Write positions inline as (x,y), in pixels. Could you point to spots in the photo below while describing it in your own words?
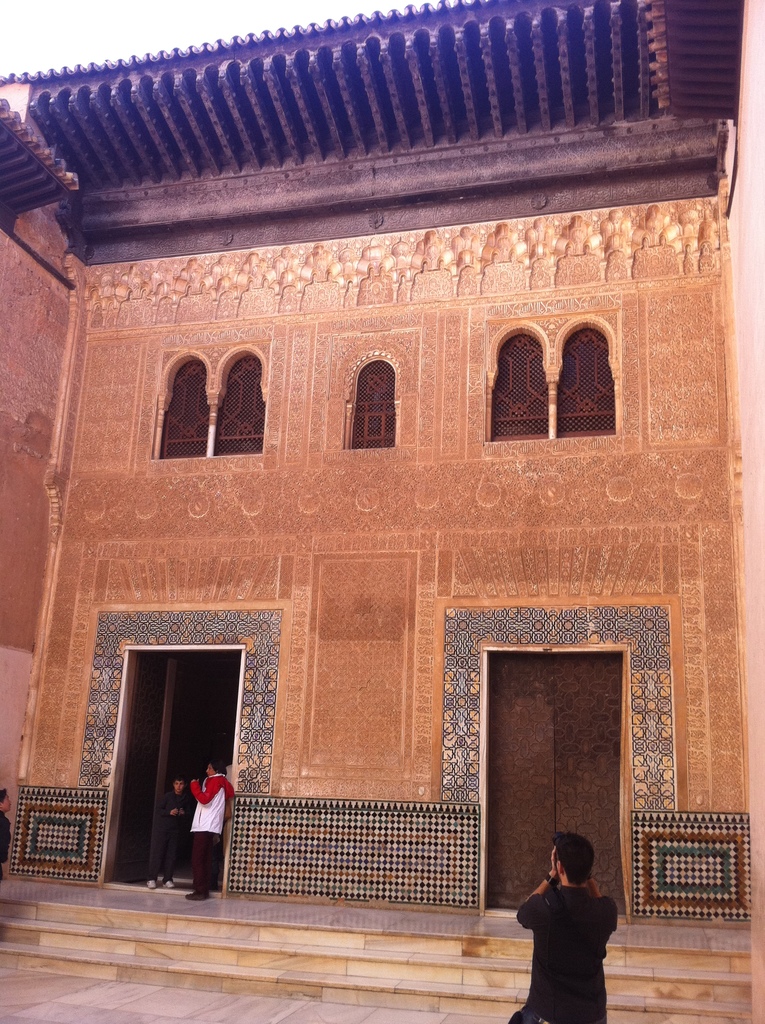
In this image there is a building (299,577) in middle of this image (377,607) and there is one person (548,929) standing at right side of this image (592,948) is wearing black color dress (558,957) and there are two persons (203,850) are standing at left side of this image (194,844).
